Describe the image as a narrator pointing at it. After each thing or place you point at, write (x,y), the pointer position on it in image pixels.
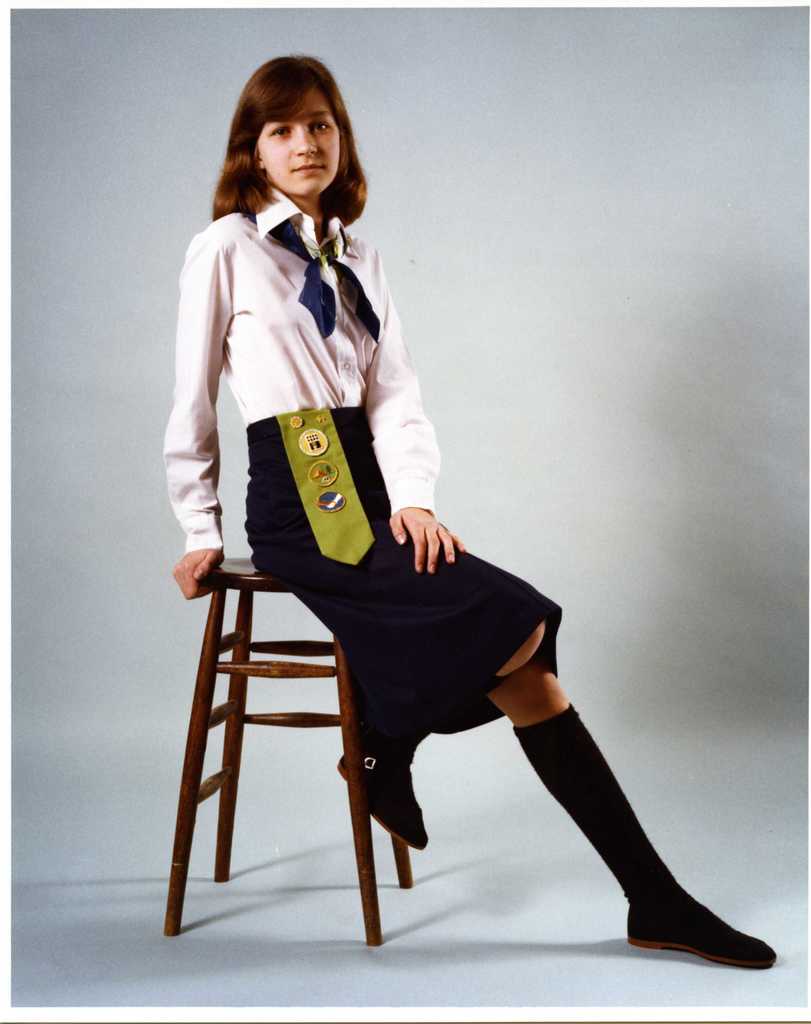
Here we can see a woman (306,480) sitting on a chair (354,701). This is floor (462,927) and there is a white background (535,483).
